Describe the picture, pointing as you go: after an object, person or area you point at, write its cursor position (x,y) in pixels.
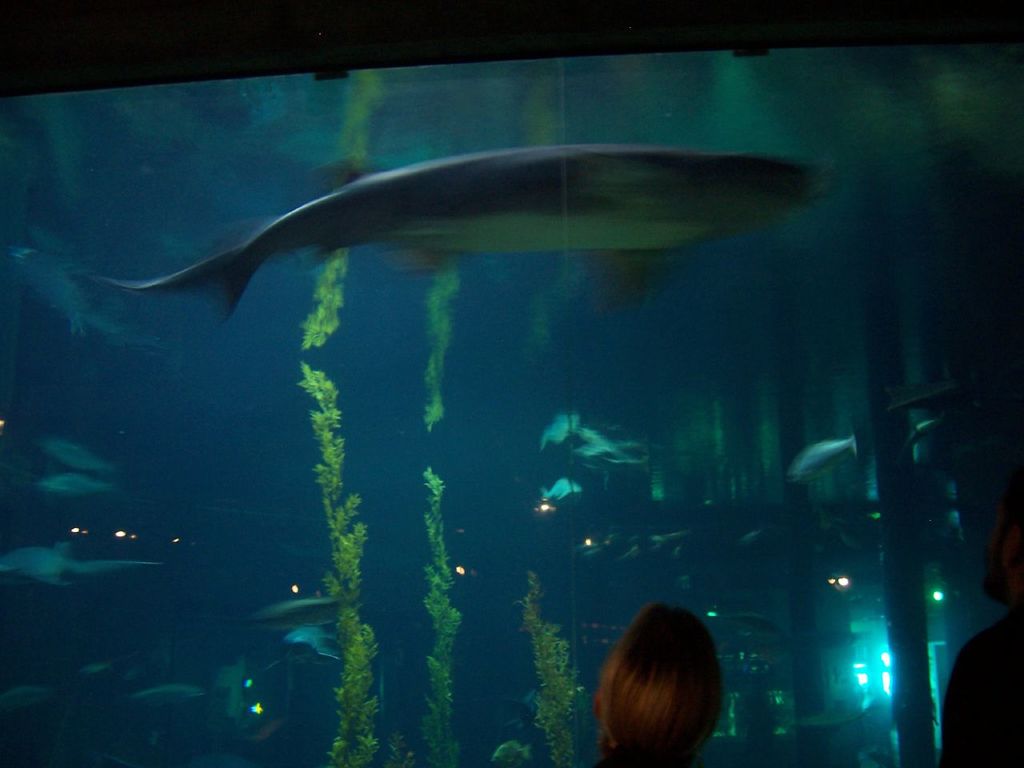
In the image there are two people (691,667) in the foreground (605,688) and behind them there is an aquarium (412,573), inside the aquarium (415,377) there are fishes (915,398) and plants (327,399).
